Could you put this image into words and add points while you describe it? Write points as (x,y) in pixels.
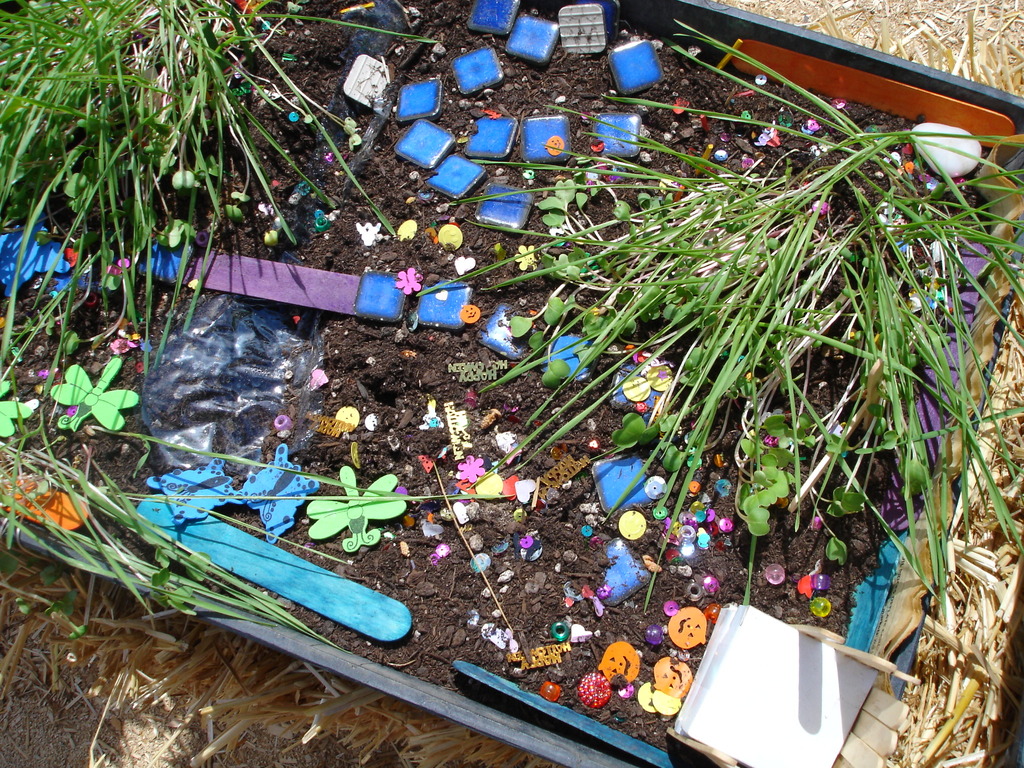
In this image we can see some objects (492,377), grass (731,324), mud (514,399) and some wooden sticks (383,600) in a container (801,493). We can also see some dried grass (1016,42) beside it.
